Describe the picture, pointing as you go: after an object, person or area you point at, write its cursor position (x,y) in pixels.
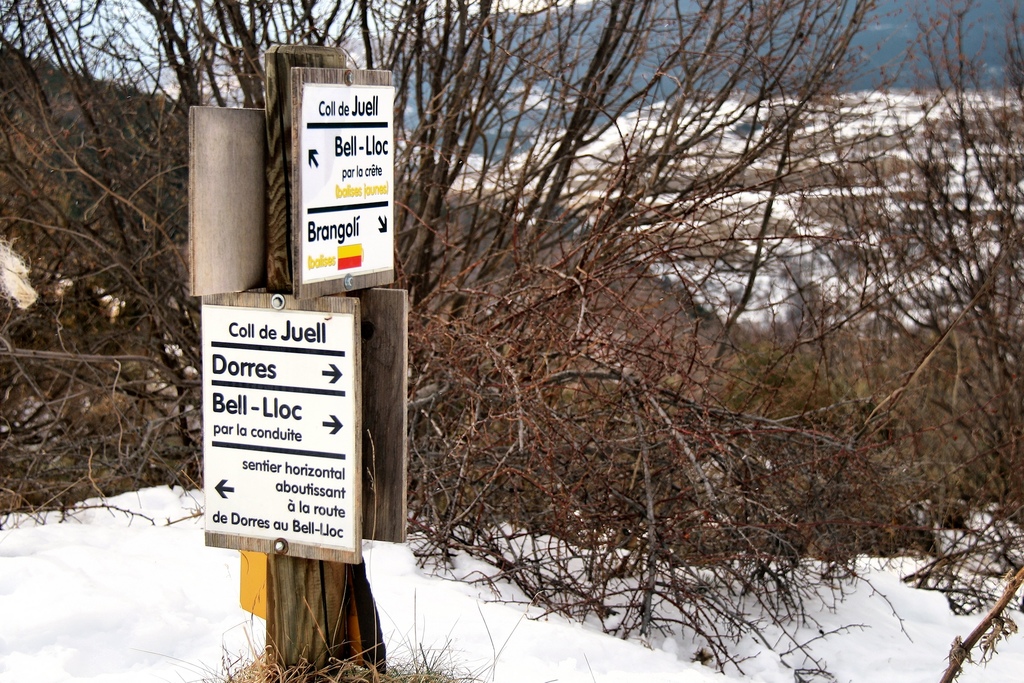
In this image, we can see boards (301,267) and in the background (431,207), there are trees (744,444). At the bottom (762,607), there is snow (828,597).
